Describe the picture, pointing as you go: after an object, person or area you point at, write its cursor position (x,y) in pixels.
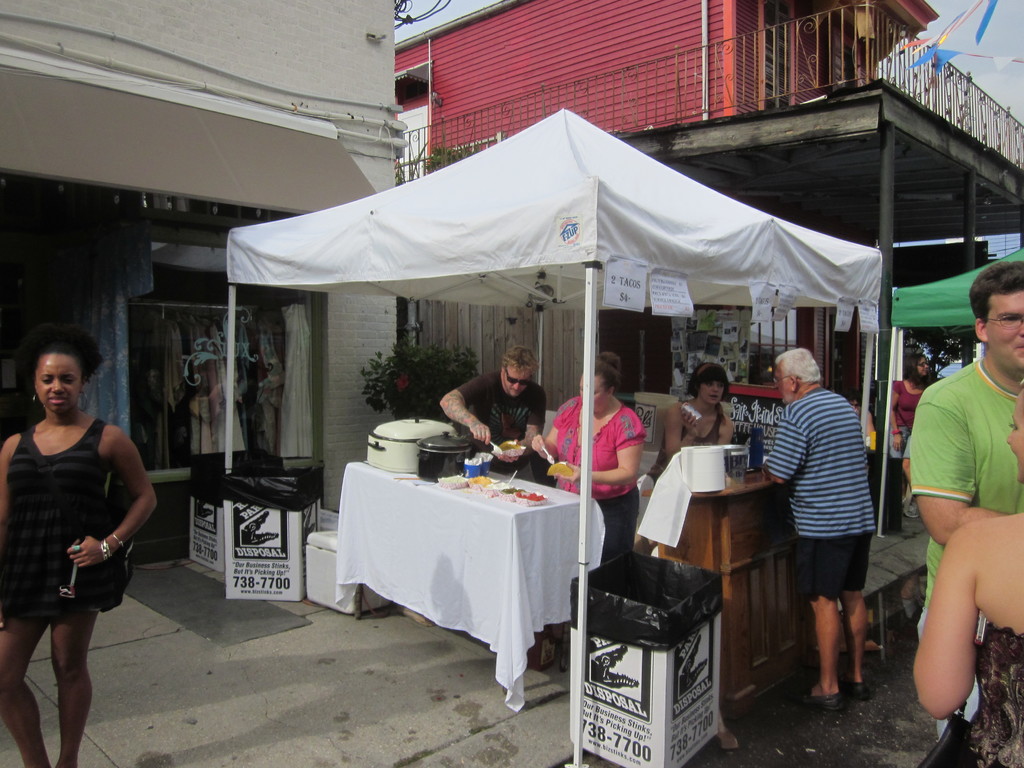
This is a picture taken in the outdoors. In a stall (587,417) there are three person (522,392) standing on the floor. In front of the people (628,431) there is a table (569,518) covered with a white cloth (468,527) on the table (456,514) there are cups (479,469), bowl (496,487), spoon (509,481) and some food items (479,482) and also there is a wooden table (701,537) on the table (707,523) there is a tissue (684,475) and bottle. In front of the people (687,432) there are group of people (949,666) standing on floor (882,667). Behind the stall (444,587) there is a shop (138,353) and building (535,90) and sky (991,42).
